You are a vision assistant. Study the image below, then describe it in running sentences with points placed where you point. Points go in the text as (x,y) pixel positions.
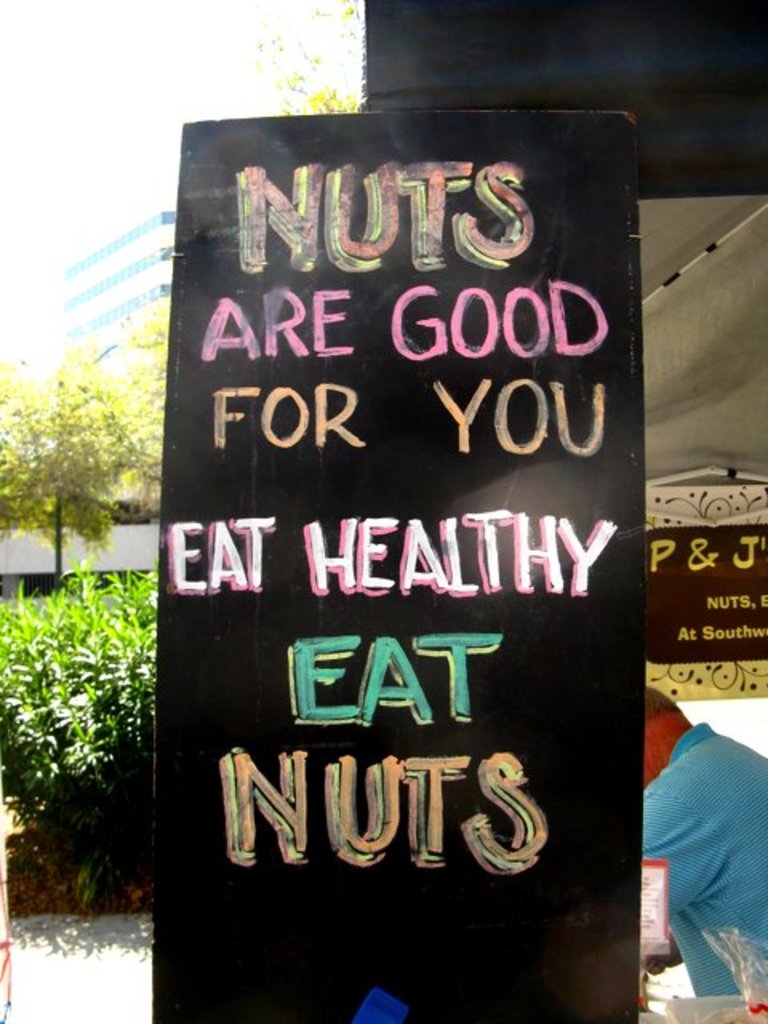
In the foreground of this image (506,606), there is a black color board (505,466) and some text (384,838) on it. On the right (717,790), there is a man (706,727) under the tent (697,319). On the left (86,537), there is greenery (87,531) and few buildings (96,333).
